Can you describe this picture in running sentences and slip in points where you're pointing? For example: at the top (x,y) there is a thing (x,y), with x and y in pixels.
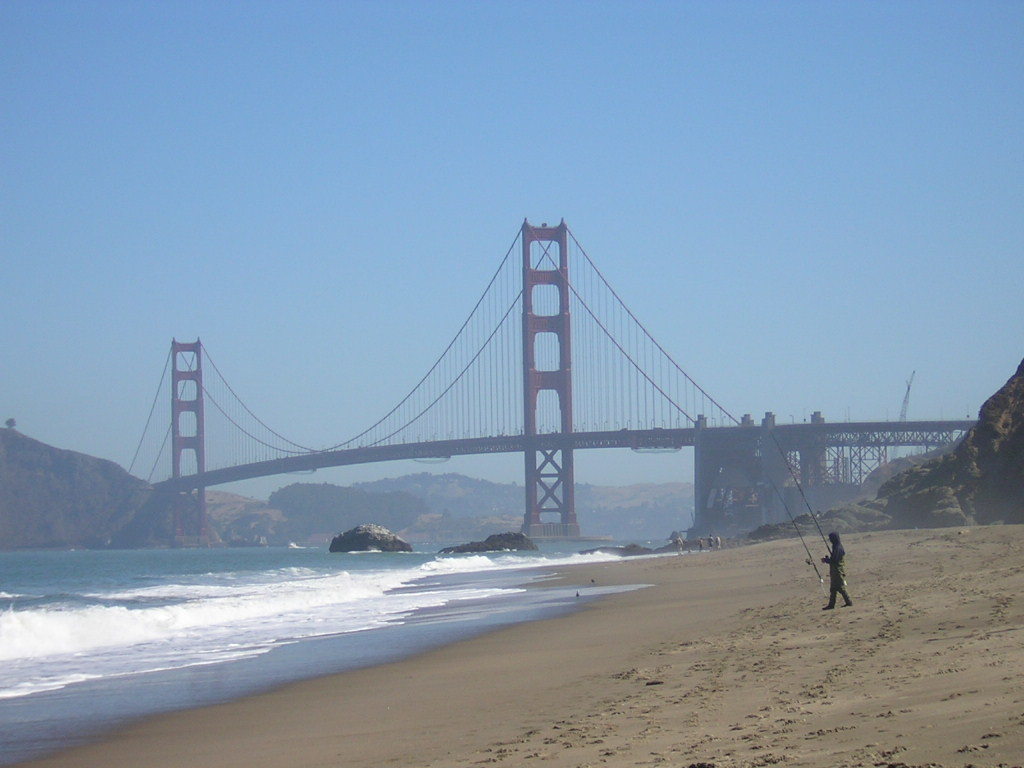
This image is taken outdoors. At the top of the image (323,205) there is a sky (511,128). At the bottom of the image (478,701) there is a ground (675,627). On the left side of the image (195,580) there is a sea (225,654) with waves (78,654) and there are a few hills (687,506). On the right side of the image (876,482) there is a hill (958,456) and a man (839,561) is standing on the ground (819,646). In the middle of the image (526,441) there is a bridge (710,438).
